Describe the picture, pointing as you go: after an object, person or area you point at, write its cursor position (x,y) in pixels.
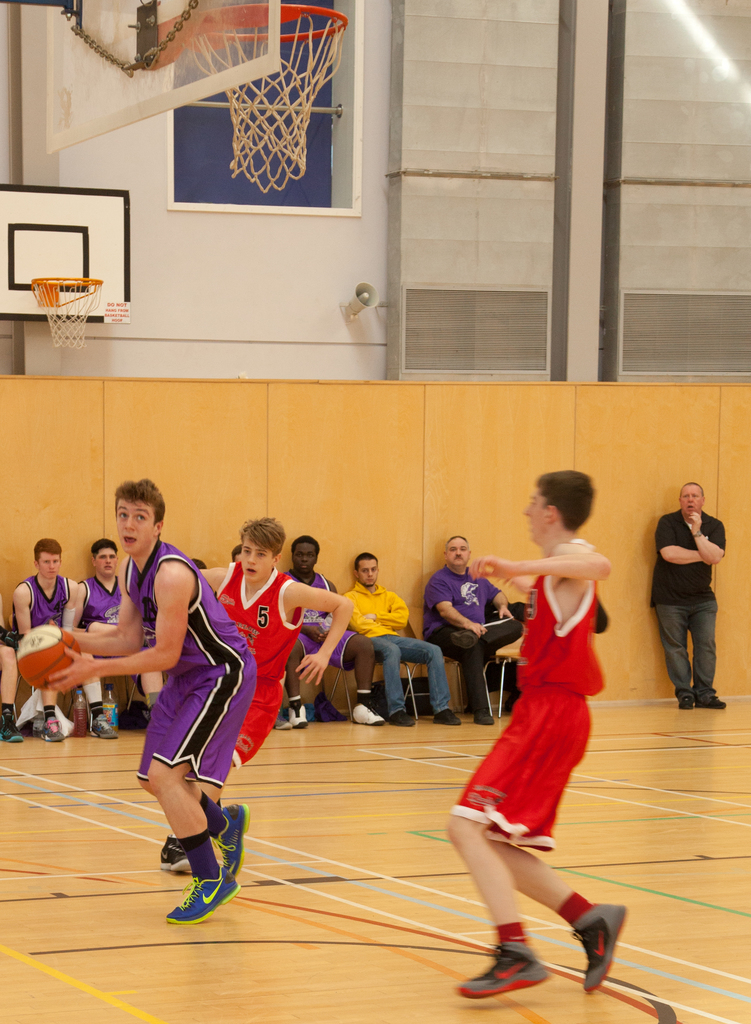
There are three persons (274,650) playing basketball. And the person (250,680) on the left (186,650) is holding a ball (61,657). In the back (308,579) some people (363,635) are sitting. And a person (676,575) on the right (686,580) is standing. Behind them there is a wall (235,444). Behind that there is another wall (153,230). On that there is a board (56,268) with basketball net (58,278). On the top left corner (104,46) there is a board (87,52) and a basketball net (264,121).
